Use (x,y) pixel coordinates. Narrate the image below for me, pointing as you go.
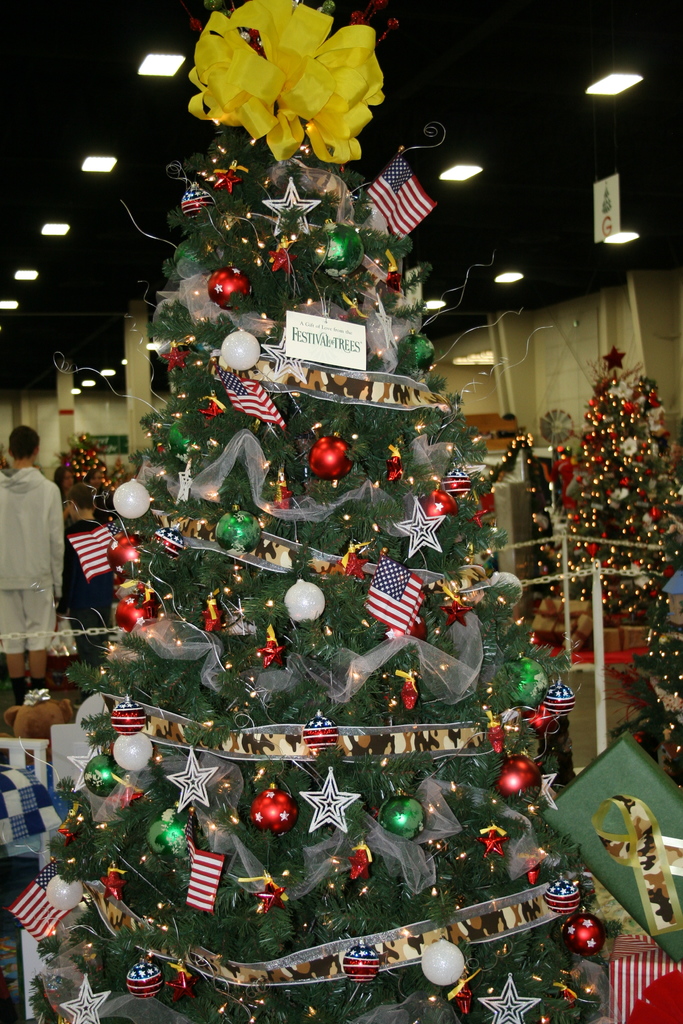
In this picture I can see there is a Christmas tree (257,345), it is decorated with lights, ribbons (349,726), balls (319,733) and flags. There are many more Christmas trees (605,500) and there are few gifts (641,911) placed on the floor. There is a boy (89,592) and a man (47,584) standing and there are lights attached to the ceiling (444,97).
